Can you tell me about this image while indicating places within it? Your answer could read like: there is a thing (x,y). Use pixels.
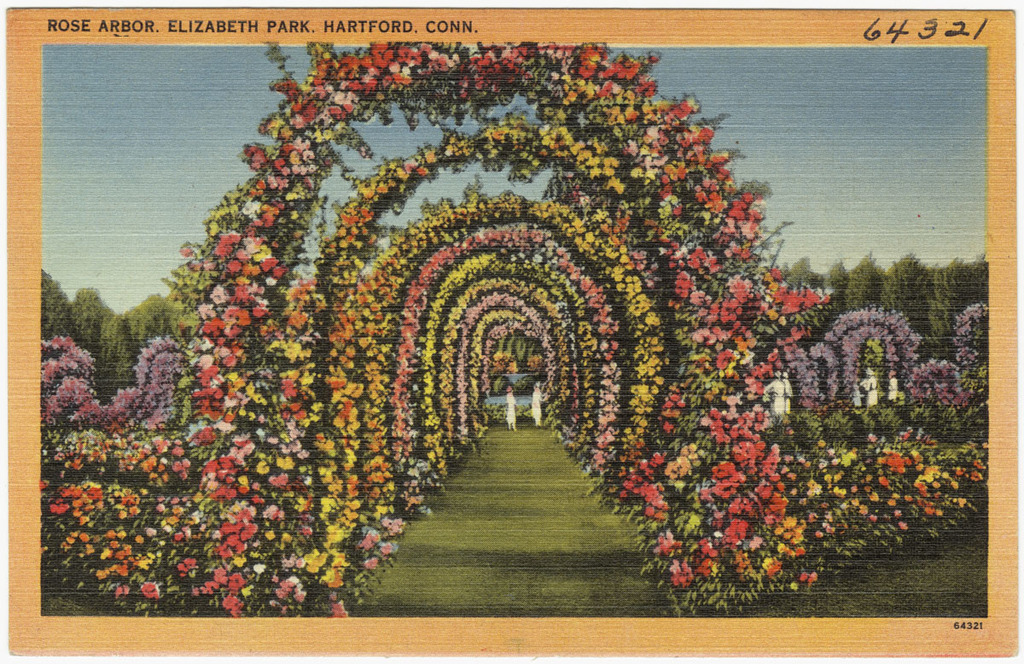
In this image we can see a poster (820,442). On this poster (517,406) we can see plants (219,491), flowers (784,499), trees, arches (441,445), and people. In the background (912,178) there is sky (837,215). At the top of the image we can see something is written on it.
